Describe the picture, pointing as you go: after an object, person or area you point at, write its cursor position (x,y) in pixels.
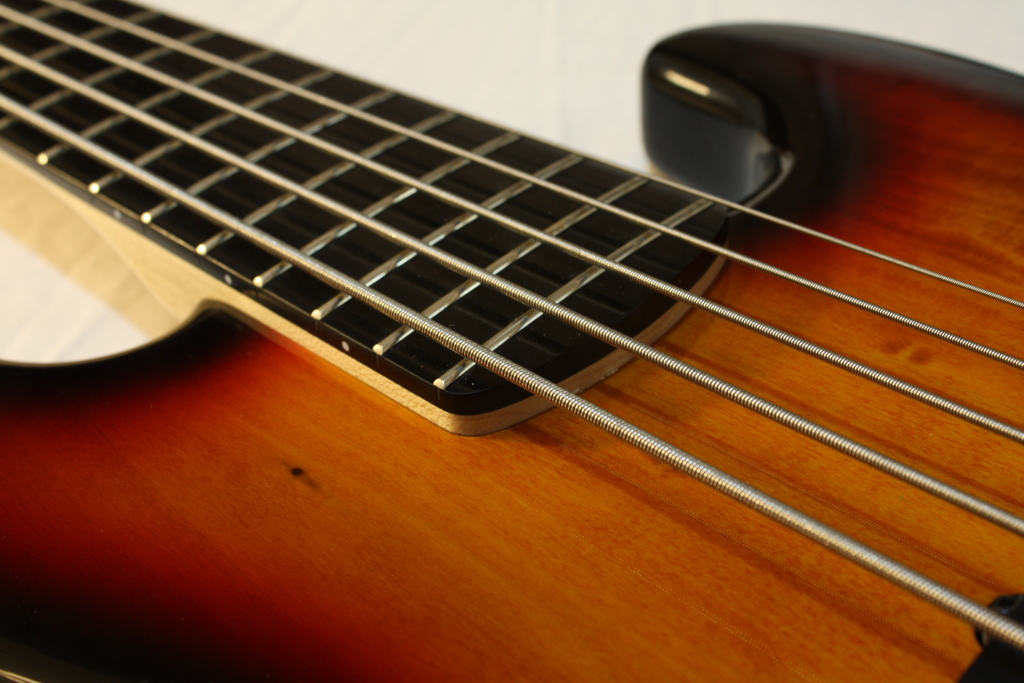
In this picture there is a guitar (464,303) where strings (482,210) can be seen on the table (456,28) or a floor (490,35).
